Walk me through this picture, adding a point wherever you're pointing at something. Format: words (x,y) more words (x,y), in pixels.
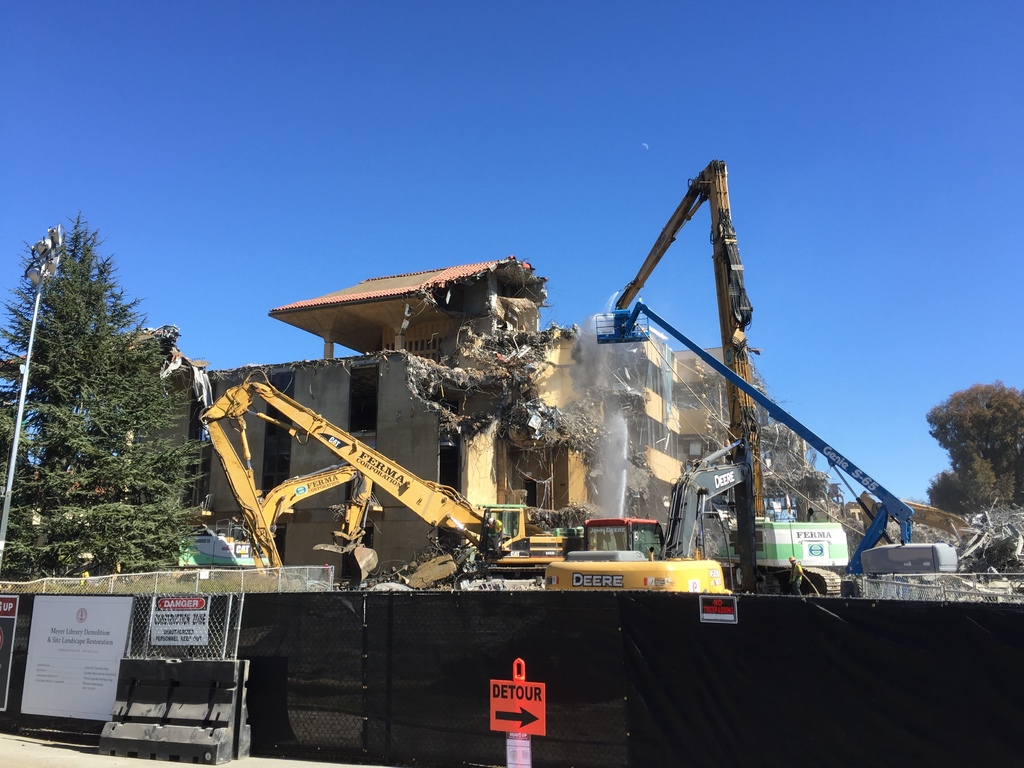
In this image I can see a crane (737,288) and a bulldozer (426,504) are dismantling the building (411,422). At the bottom of the image (369,662) I can see fencing (354,709) and few posters (156,635) are attached to it. On the right (987,428) and left sides of the image I can see the trees (109,454). At the top of the image (382,126) I can see the sky (465,70).
